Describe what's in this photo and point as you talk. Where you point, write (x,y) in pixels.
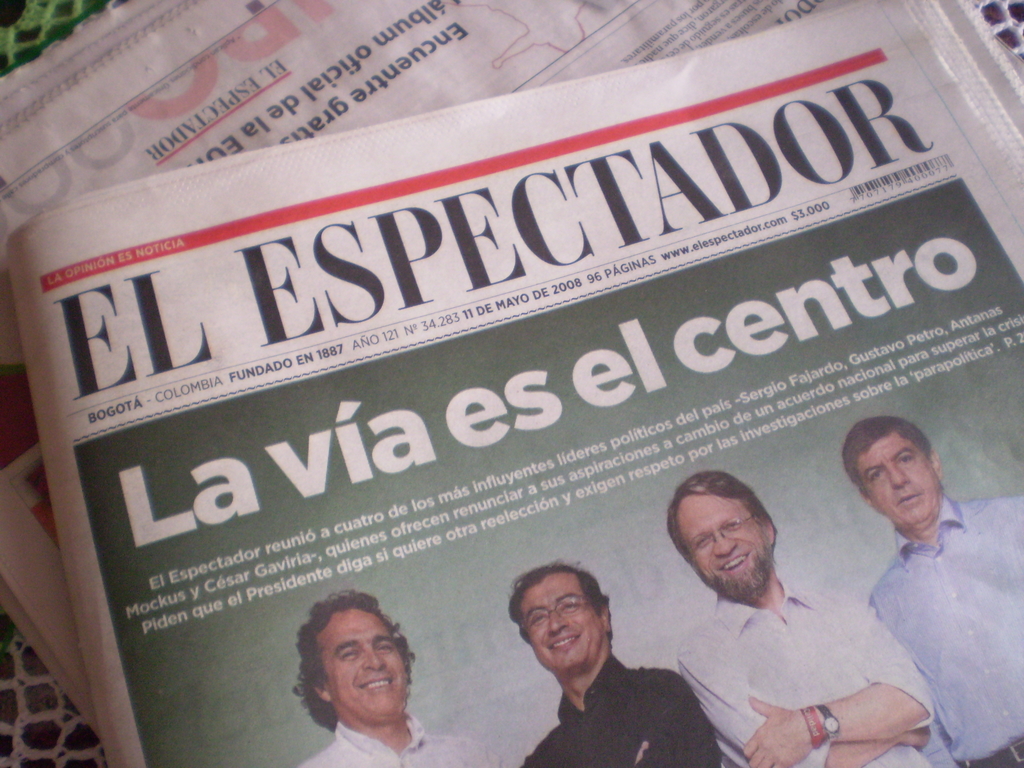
In this picture we can see newspapers (568,328) on a platform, where we can see some people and some text (653,261) on it.
